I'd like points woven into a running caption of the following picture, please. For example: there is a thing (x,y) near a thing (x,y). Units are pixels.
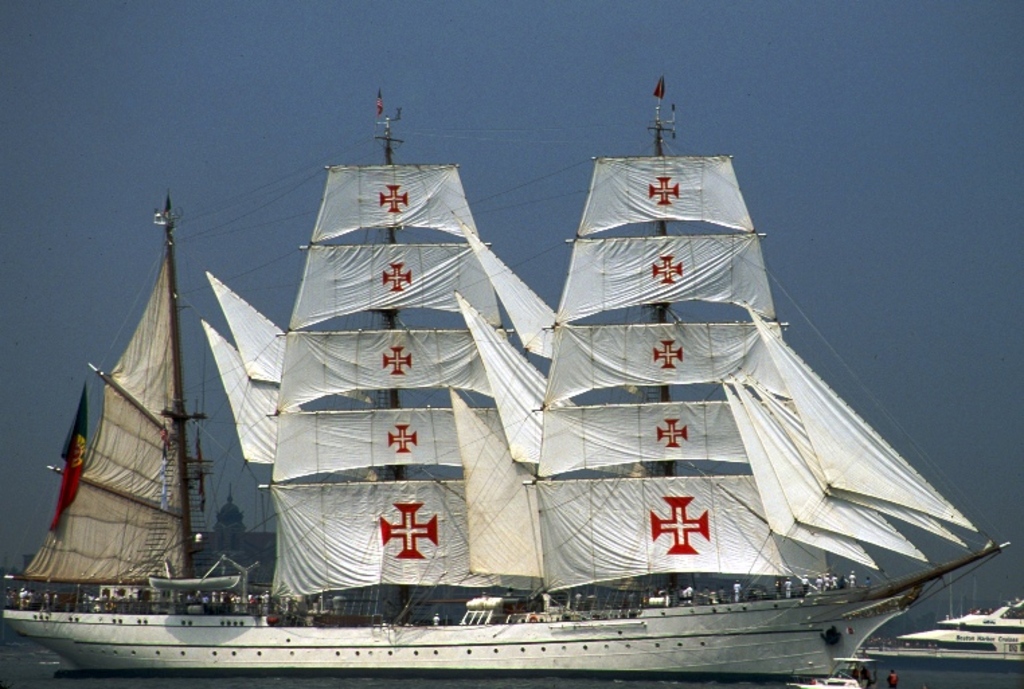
Here I can see two ships (836,640) and a boat (844,677) on the water (938,674). On the boat (810,684) and the ship (533,625) I can see people (99,605) are standing. On the top of the ship (412,332) there are few poles (184,455) to which white color clothes (373,275) are attached with the ropes (544,255). On the top of the image (837,100) I can see the sky (866,96).
